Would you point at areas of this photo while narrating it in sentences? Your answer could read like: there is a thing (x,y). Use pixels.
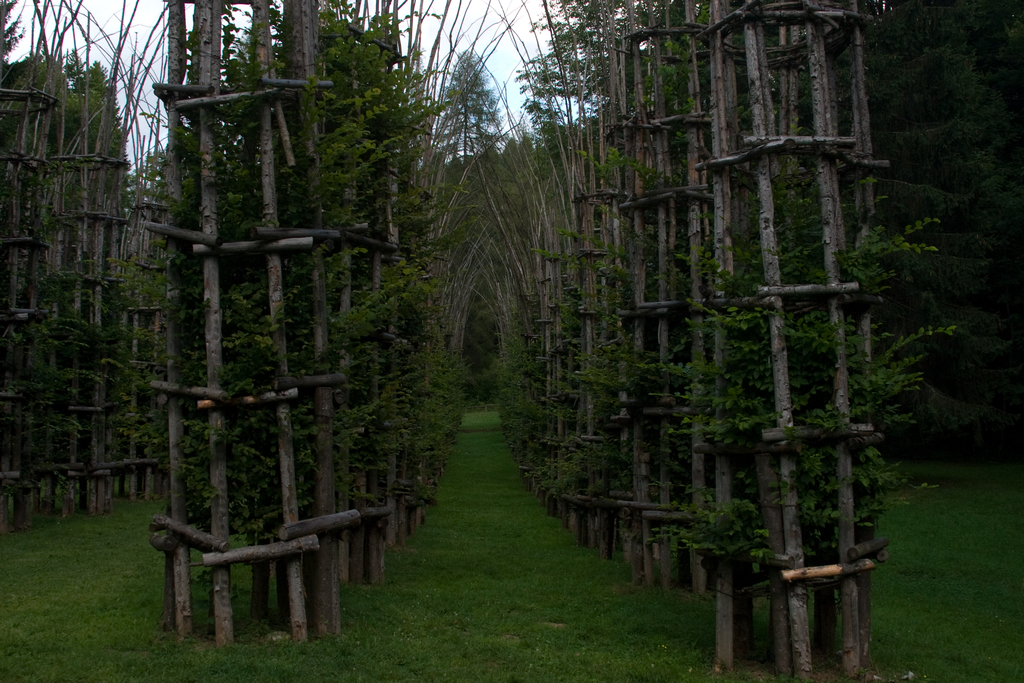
In this image, we can see so many plants (109,301), trees (997,433) and wooden objects (327,411). At the bottom of the image (532,567), there is a grass (623,644). Background (432,29) we can see the sky (507,47).
